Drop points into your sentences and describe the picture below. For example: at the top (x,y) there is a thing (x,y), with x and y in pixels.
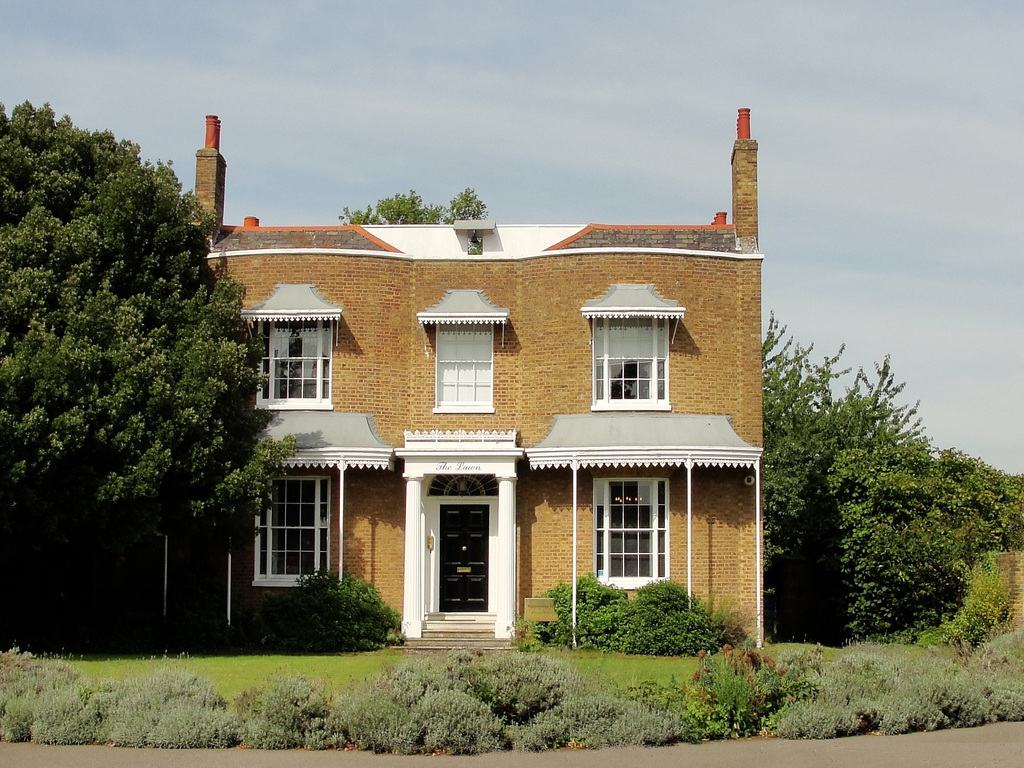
In this image there is the sky (459,80) truncated towards the top of the image (700,69), there are trees (867,421) truncated towards the right of the image (901,518), there are trees (70,330) truncated towards the left of the image (10,291), there is a building (446,394), there are windows (267,347), there is the door (454,548), there is text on the building (454,456), there are pillars (412,526), there are plants (713,678) truncated, there is the grass (257,663), there is the road (668,748) truncated towards the bottom of the image (918,744).
